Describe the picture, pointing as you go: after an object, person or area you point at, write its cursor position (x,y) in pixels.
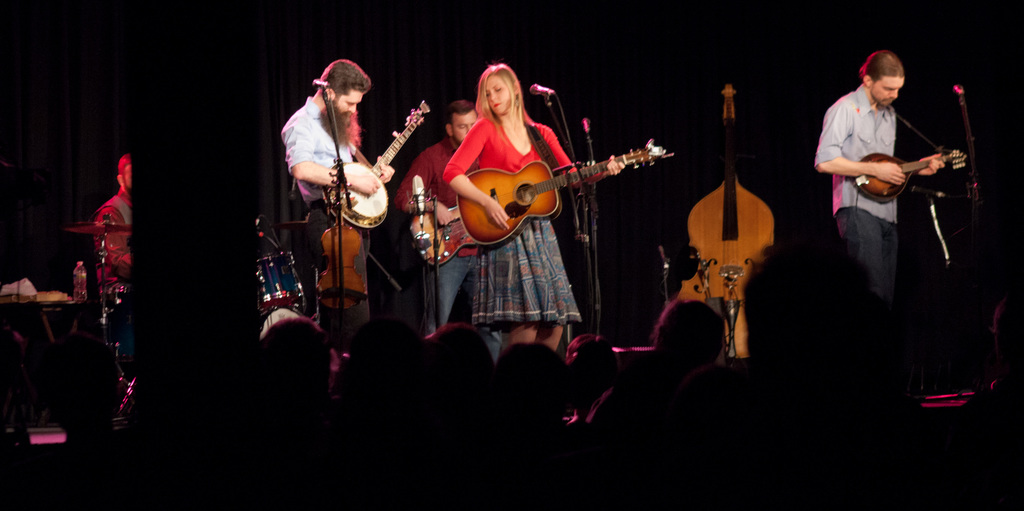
The image consist of group of musicians (448,190) performing at the stage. The man (865,169) at the right side (890,187) is holding a musical instrument (897,185) and playing. In the center (506,194) the woman (527,267) is holding a musical instrument (518,204) and is singing in front of the mic (538,93). At the left side (332,143) the man (330,143) with a beard (340,130) is holding a musical instrument (363,207). In the background (297,57) there is a black colour curtain (271,109), the man (126,220) is sitting and playing musical instrument (126,287). In the front (546,408) the crowd (546,408) is enjoying the concert.
